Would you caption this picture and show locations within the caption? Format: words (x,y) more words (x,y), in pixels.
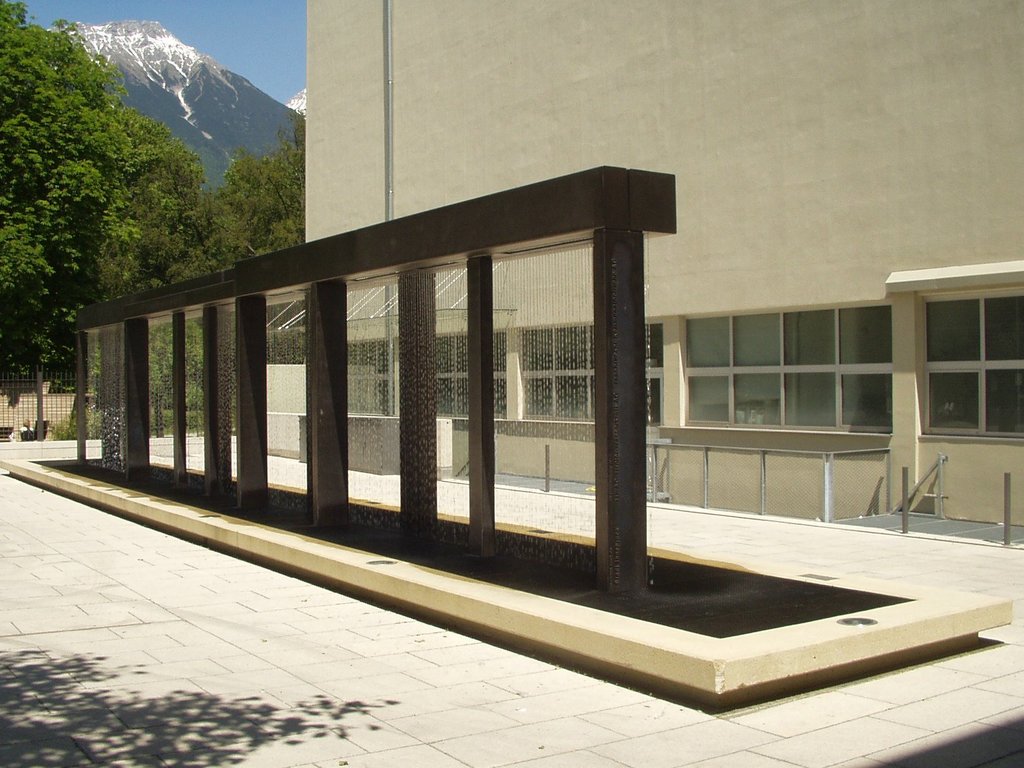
In this picture I can see building (676,266), trees (50,268) and I can see a hill (173,85) in the back (215,90) and a blue sky (237,44).
